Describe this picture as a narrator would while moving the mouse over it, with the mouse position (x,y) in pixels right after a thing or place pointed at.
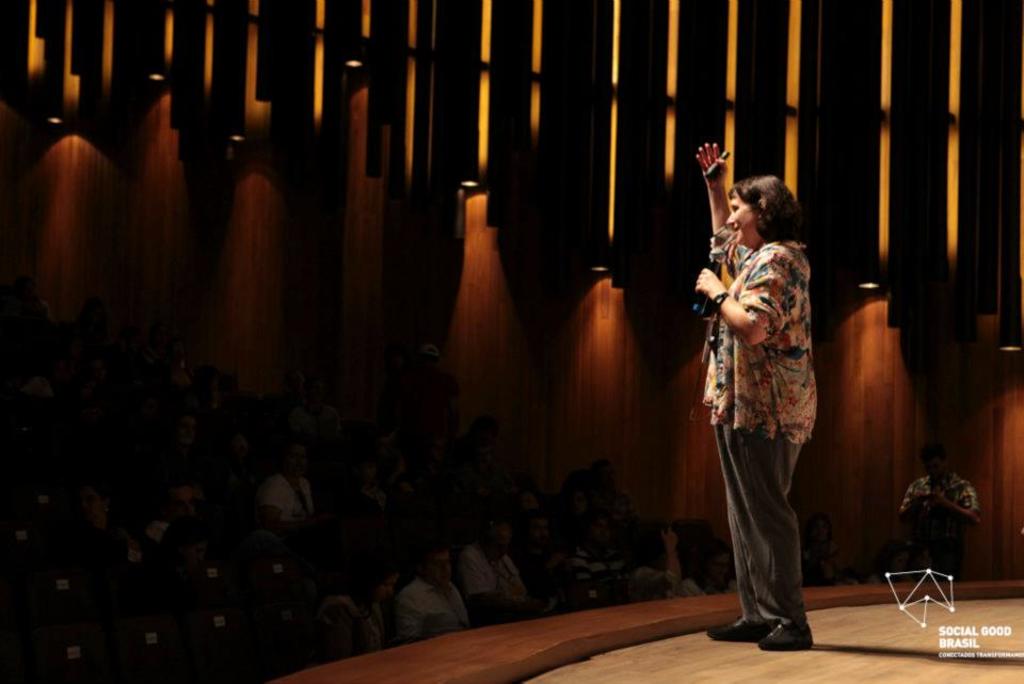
This image consists of a woman (759,408) standing on the dais (708,679) and talking in a mic (703,305). On the left (200,528), there are few people (487,567) sitting in the chairs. In the background (325,190), we can see a wall (546,159) along with the light (888,73).
